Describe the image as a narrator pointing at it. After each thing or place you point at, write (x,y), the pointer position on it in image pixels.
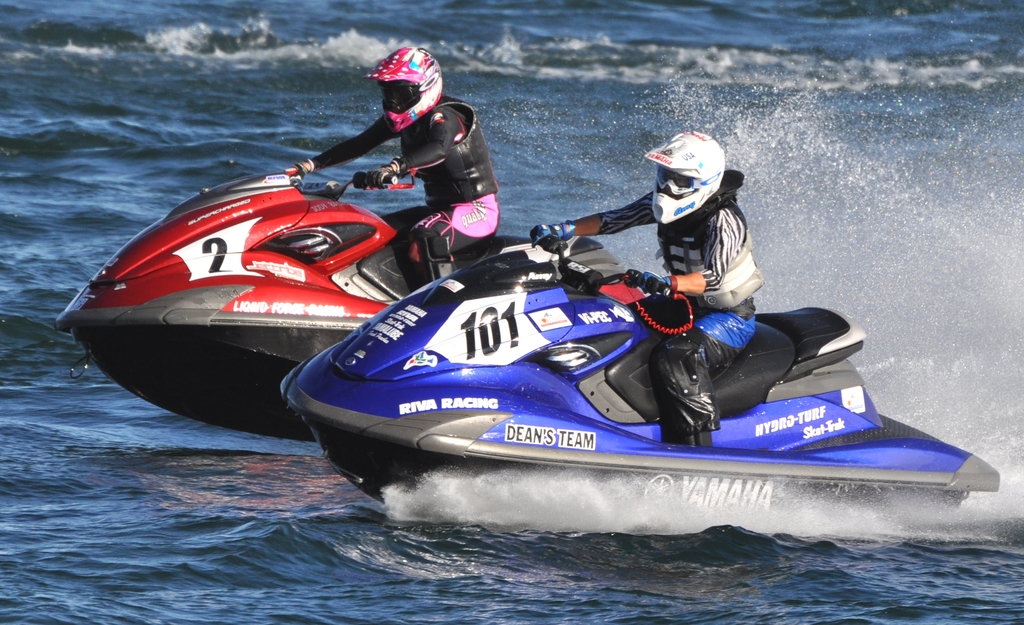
In this picture there are two people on the jet skis (266,272) in the center of the image (610,242) and there is water (593,156) around the area of the image.
